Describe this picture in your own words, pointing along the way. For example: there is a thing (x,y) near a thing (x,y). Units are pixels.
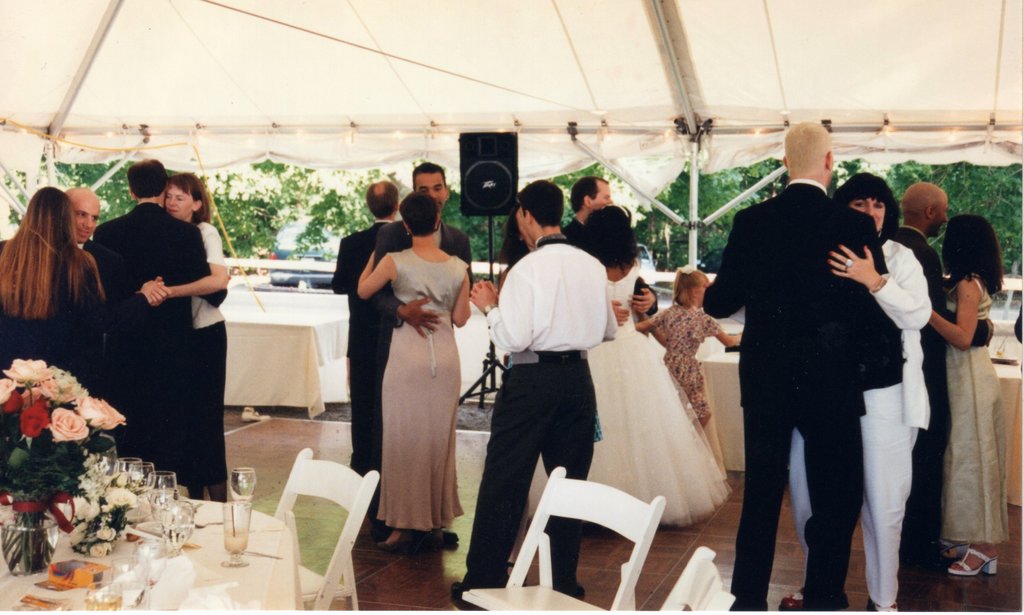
There are many people (445,372) dancing. On the left side (250,590) there is a table (235,572). Near to that there are chairs (526,546). On the table (202,532) there are glasses (184,505), flower bouquets (85,484) and many other items (177,590). And this is a tent (547,95). In the back (499,179) there is a speaker (489,156) with stand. In the background (476,245) there are tables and trees (302,199).
